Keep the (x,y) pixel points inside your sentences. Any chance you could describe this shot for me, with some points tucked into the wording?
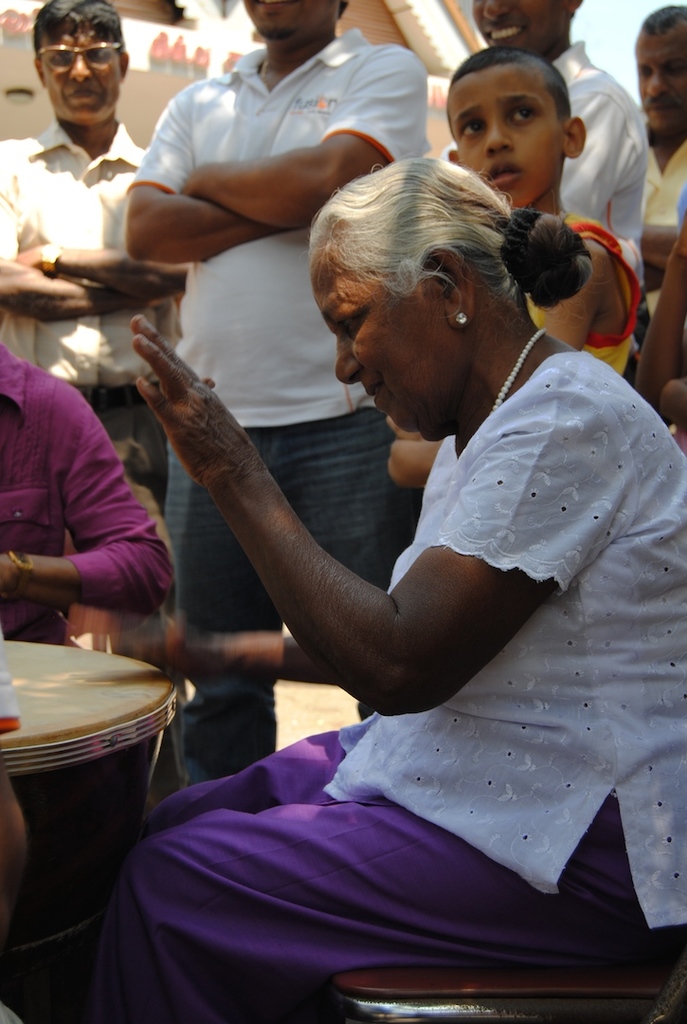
In this image i can see a woman (468,839) sitting on a chair (431,968) and the other person (123,492) sitting in front of a woman (539,653) there is a drum (90,694), at the back ground (33,169) i can see few persons (391,108) standing, a building (443,39) and a sky (610,36).
